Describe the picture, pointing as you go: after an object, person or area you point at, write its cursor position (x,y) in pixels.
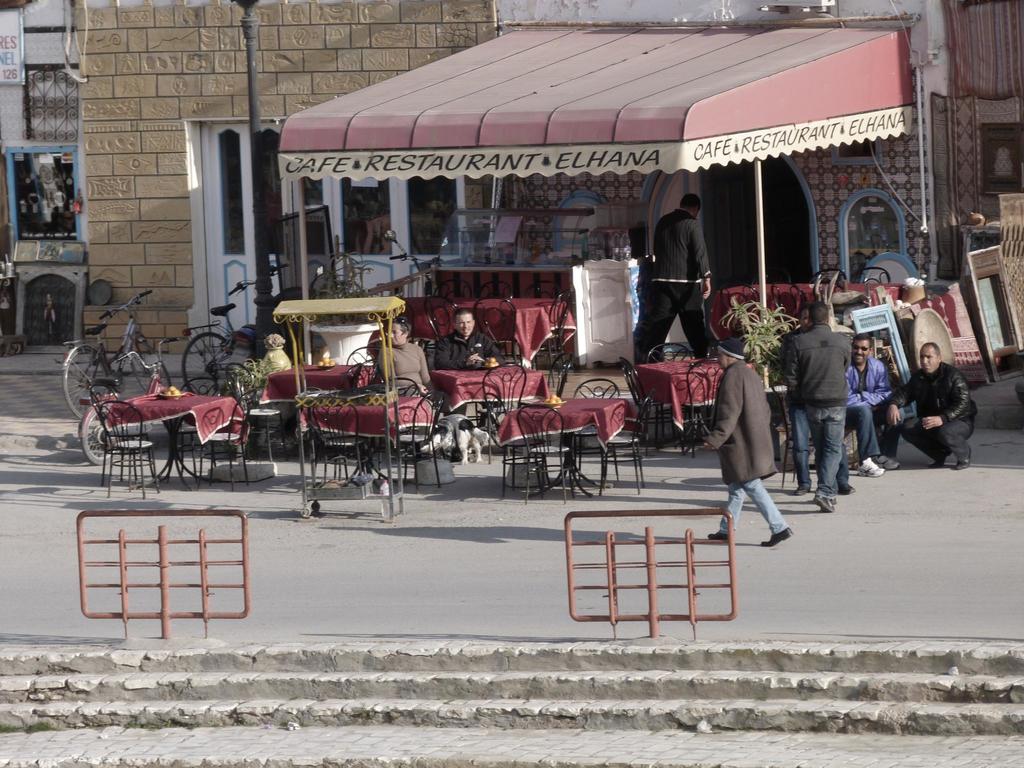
In this picture there are two persons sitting on the chair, beside there is an animal (447,438). There are few chairs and tables (379,469). A person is walking on the road (688,460) and a person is walking inside to the restaurant (561,206). Few persons (894,425) are at the right side of the image (895,411). There is a staircase (537,714) at the bottom of the image (572,703). There are few bicycles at the left side of the image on the pavement (51,385).
